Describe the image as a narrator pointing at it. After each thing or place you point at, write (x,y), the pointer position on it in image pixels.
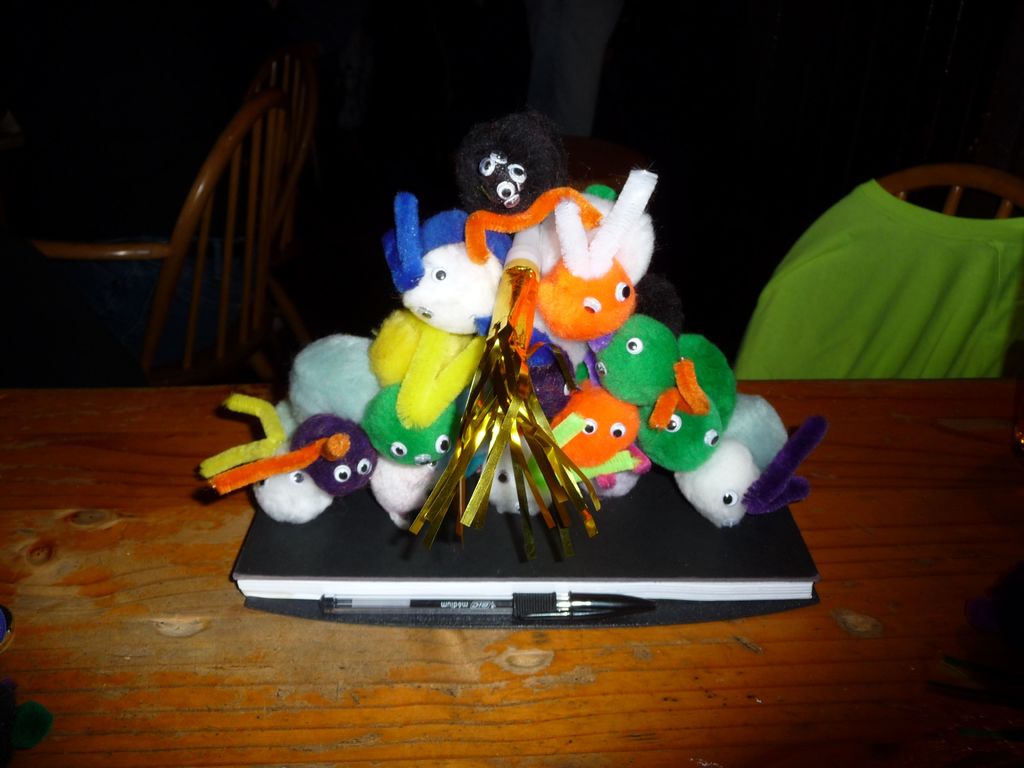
In the image there is a table (858,748). On table (757,695) we can see a book (702,566), pen (585,600) and a toys (727,486), in background (925,253) there is a chair (981,175) on right side (968,177) and left side (231,139).
